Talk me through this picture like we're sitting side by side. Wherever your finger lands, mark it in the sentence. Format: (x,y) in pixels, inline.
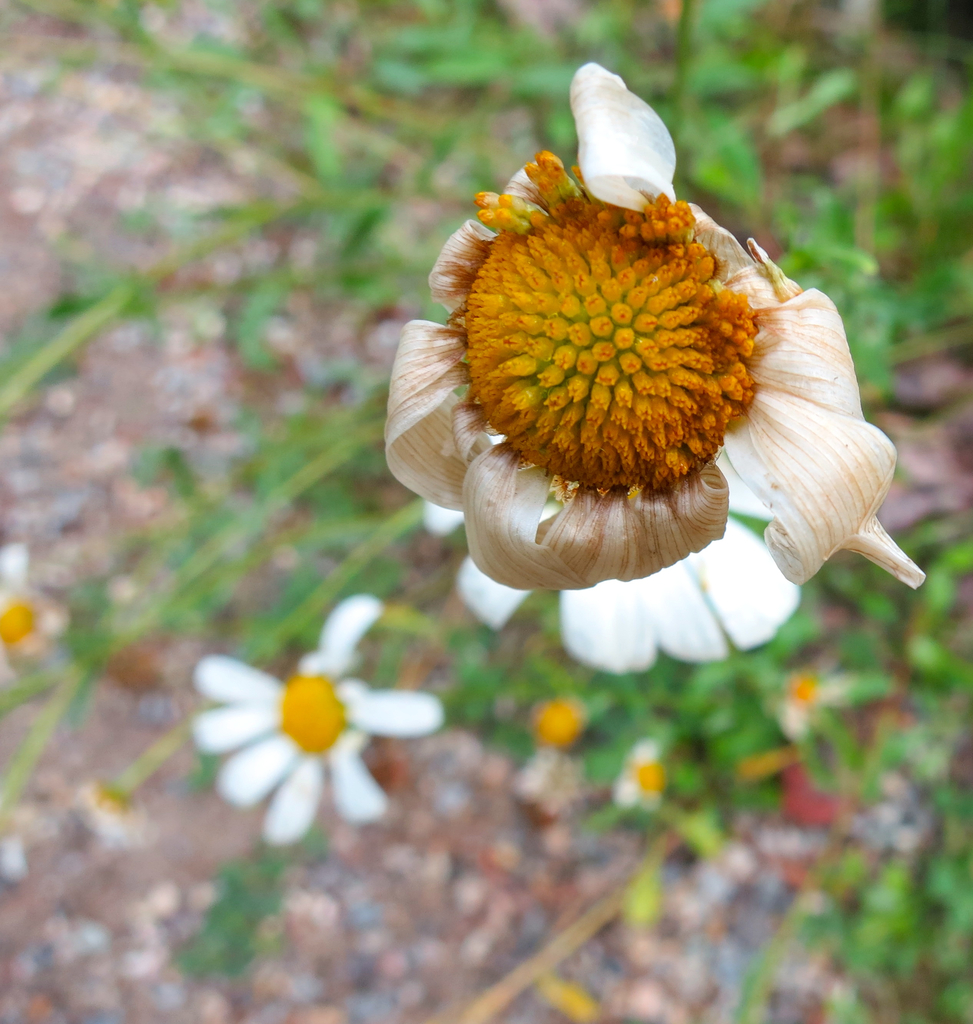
In the picture we can see some plants (220,788) with some flowers (832,431) with petals (696,563) which are white in color and in the middle of the flower (552,426) we can see yellow in color.
